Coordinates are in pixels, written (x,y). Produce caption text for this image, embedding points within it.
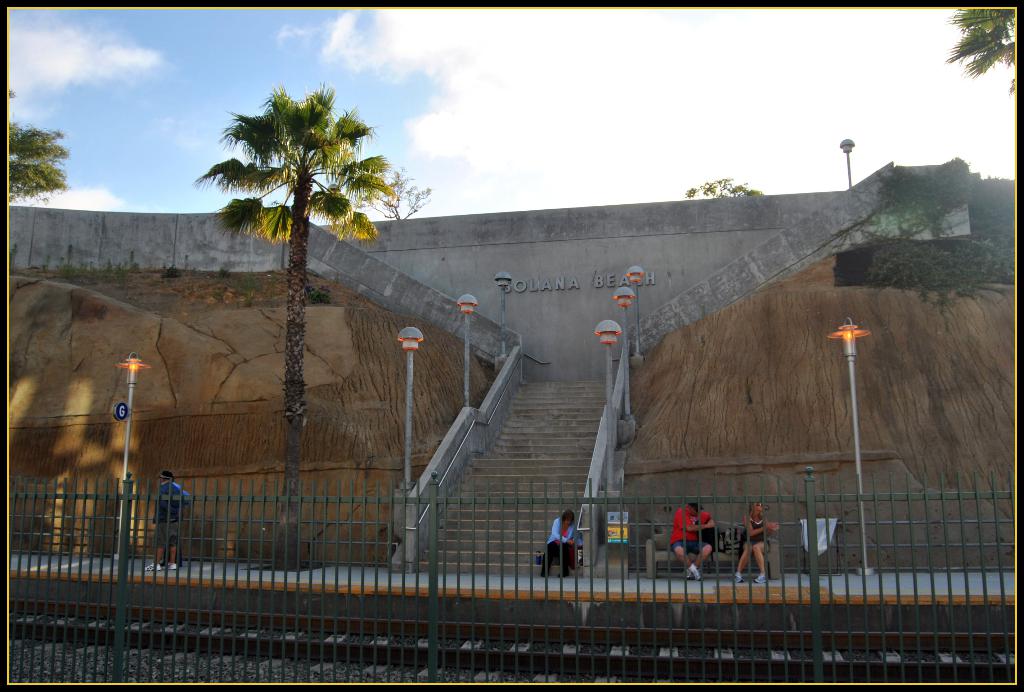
In this image we can see there is a railing (918,641), behind the railing (437,601) there is a railway track (874,633) and a few people (761,542) are standing and sitting on the bench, which is on the pavement (604,598), one of them is sitting on the stairs (536,538), there are a few poles (855,367) with lamps (635,271) connected, trees (331,137), above the stairs (530,401) there is a wall (533,266) with some text (522,282) on it. In the background (486,114) there is the sky (587,97).
